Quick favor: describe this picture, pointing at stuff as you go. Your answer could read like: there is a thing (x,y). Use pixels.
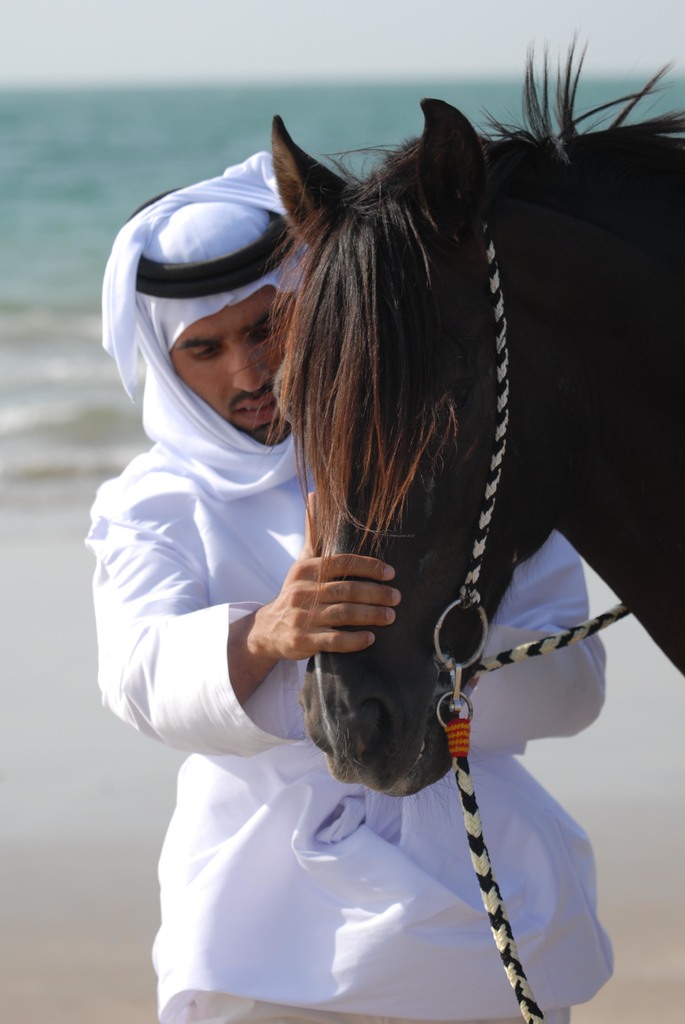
This place seems to be a beach (61,917). On the right side (496,315) there is a horse (568,287). Behind a man (193,462) is wearing white color dress (190,607), standing and holding the head (372,431) of this horse (428,375). In the background (73,166), I can see the water (77,169). At the top of the image (125,35) I can see the sky (98,45).
